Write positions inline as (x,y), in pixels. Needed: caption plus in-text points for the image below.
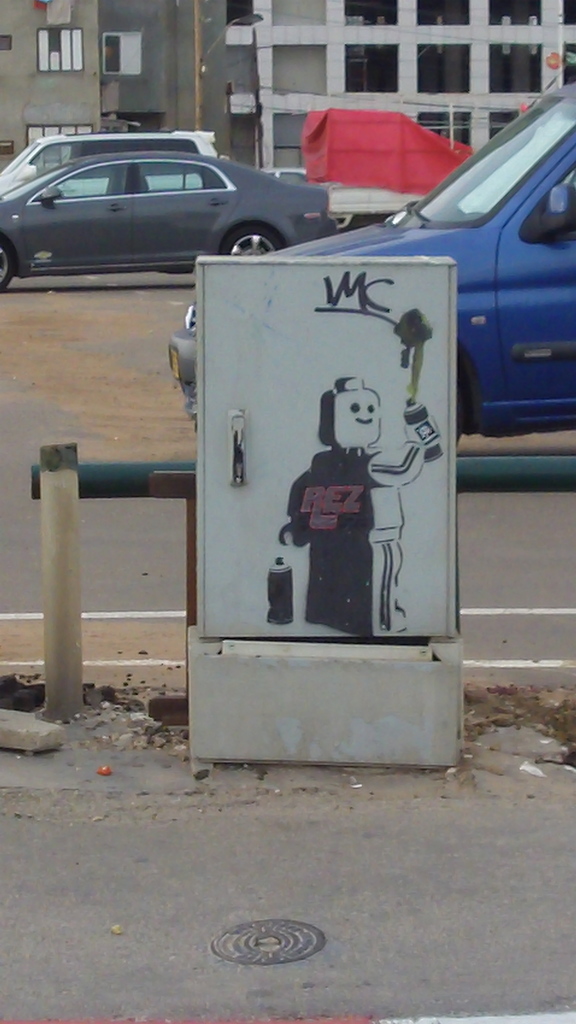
In this image I see the white box (310,395) on which there is an art (338,436) and I see the path (27,349) and I see few cars (152,215). In the background (3,48) I see the buildings (360,64) and I see the red color cloth (374,137) over here.
